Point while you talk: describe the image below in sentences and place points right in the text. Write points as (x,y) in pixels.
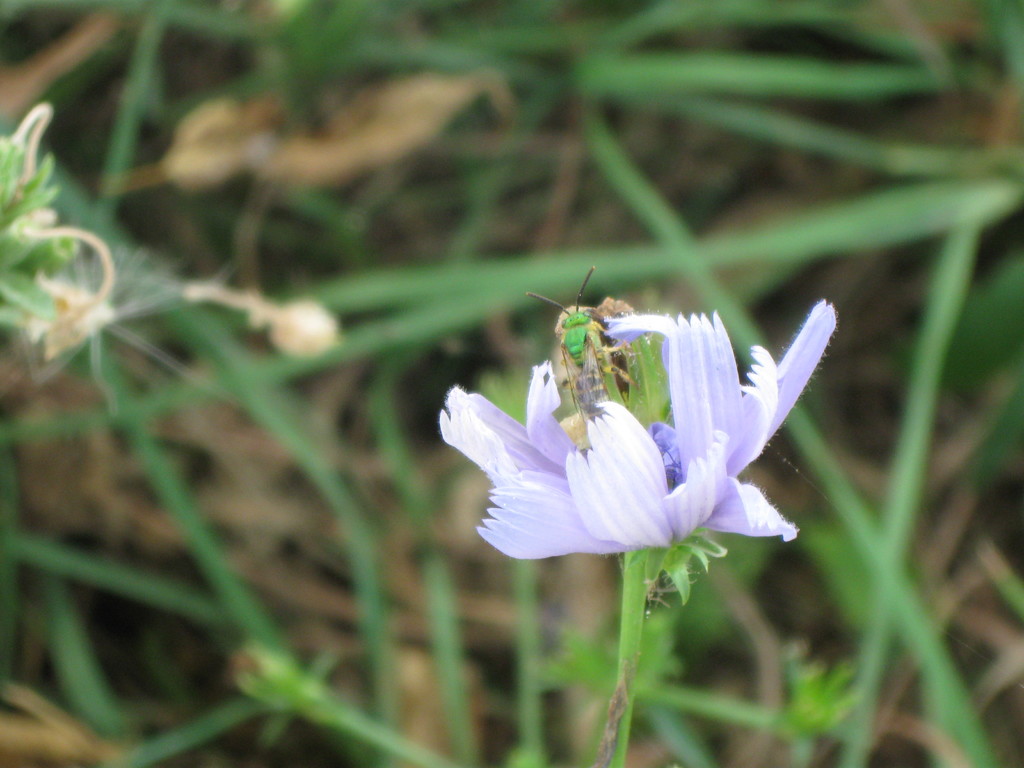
There is an insect (596,393) on a flower (688,374) in the foreground area of the image (618,379).
